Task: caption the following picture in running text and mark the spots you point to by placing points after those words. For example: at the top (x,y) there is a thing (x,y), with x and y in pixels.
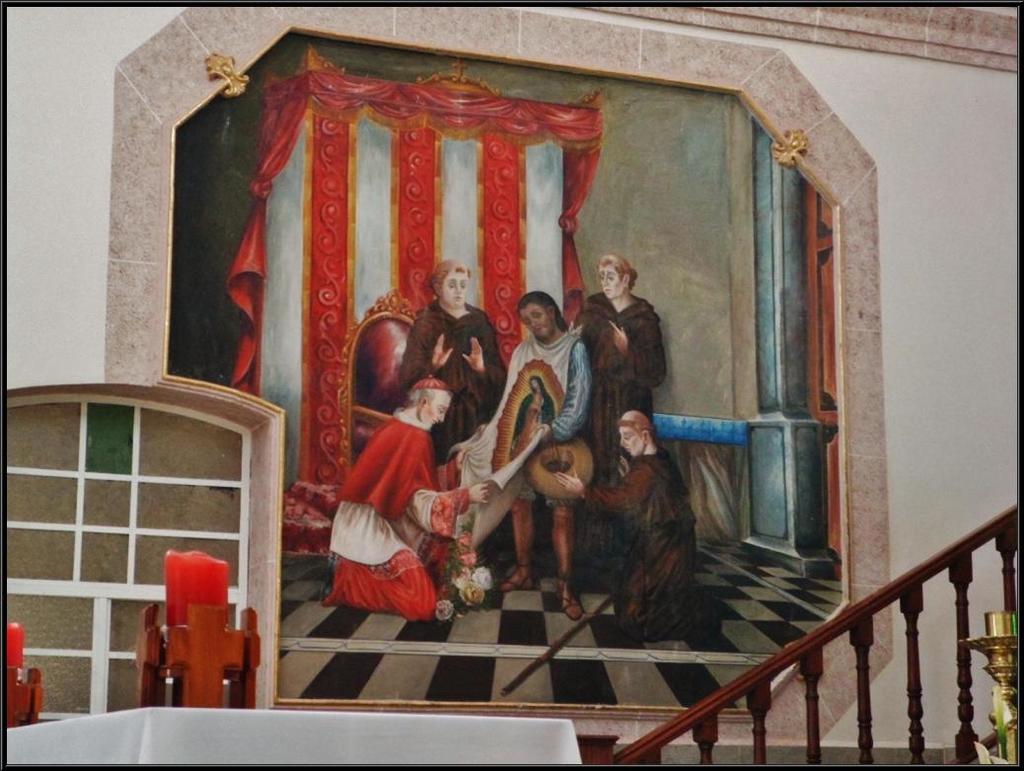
In this image, we can see the railing (914,599). We can see an object (1004,647) on the bottom right corner (995,662). We can see a table (319,738) covered with a white colored cloth (203,751). We can see some candle holders (210,619). We can see the wall (103,143) with some painting (306,417) and white colored objects (100,654).
